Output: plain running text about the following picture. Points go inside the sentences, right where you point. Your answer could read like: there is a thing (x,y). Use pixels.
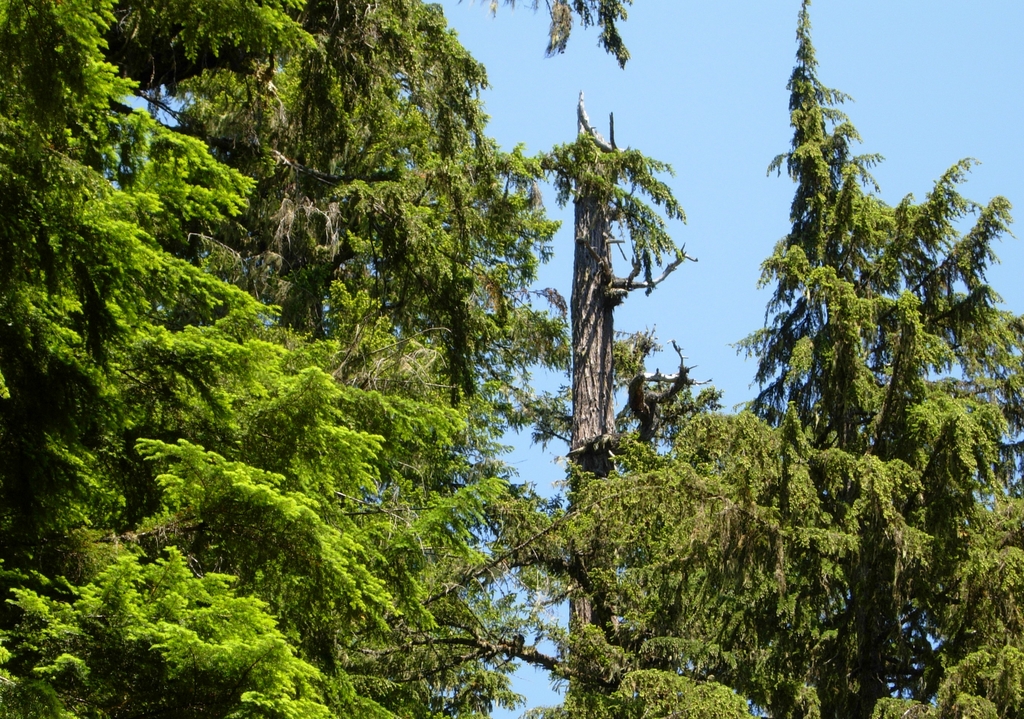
In this image I can see many trees (444,378) and the blue sky (672,142).
